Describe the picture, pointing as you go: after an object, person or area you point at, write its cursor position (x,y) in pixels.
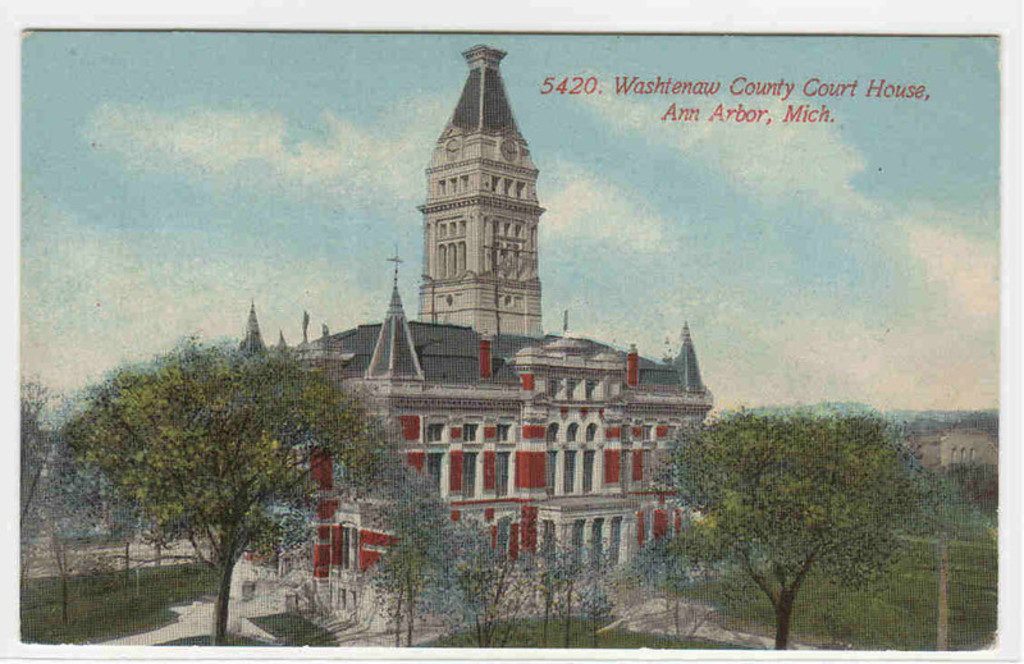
This image looks like a poster. There is building (567,471) in the middle (582,427). There are trees (415,521) at the bottom (827,489). There is sky (843,245) at the top (254,205).
